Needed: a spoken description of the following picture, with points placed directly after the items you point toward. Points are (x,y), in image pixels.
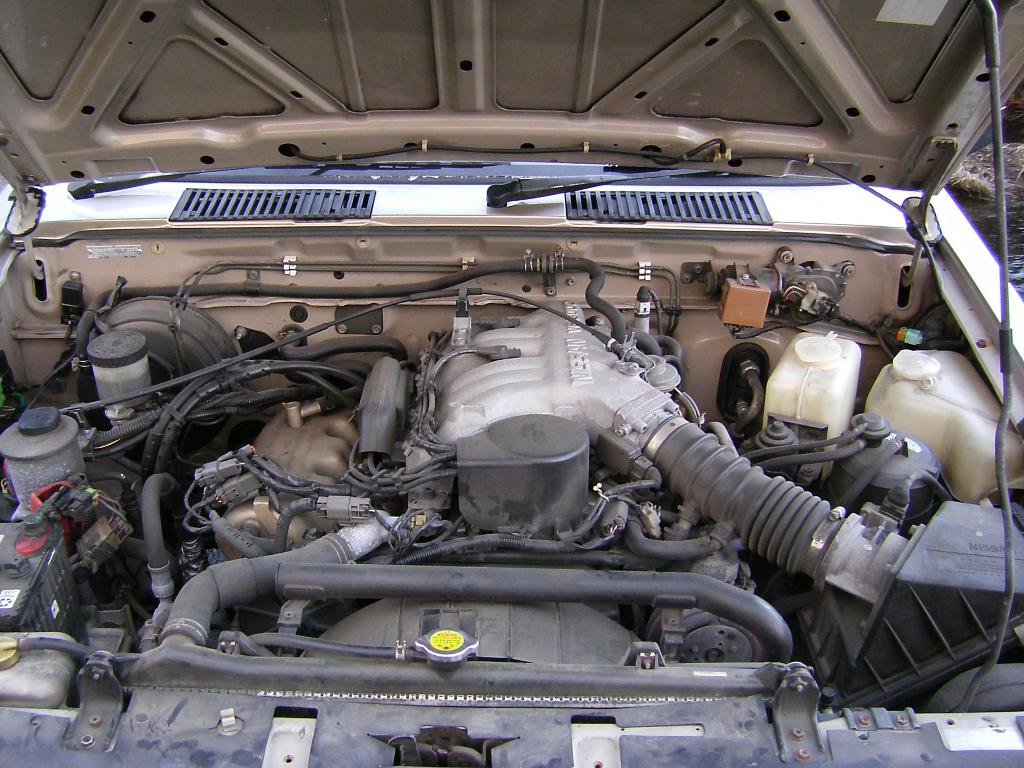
This is the picture of a vehicle (453,389). In this picture there are parts (717,341) of a vehicle (678,356) and there are wires (104,500) and bolts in the vehicle (217,425).
